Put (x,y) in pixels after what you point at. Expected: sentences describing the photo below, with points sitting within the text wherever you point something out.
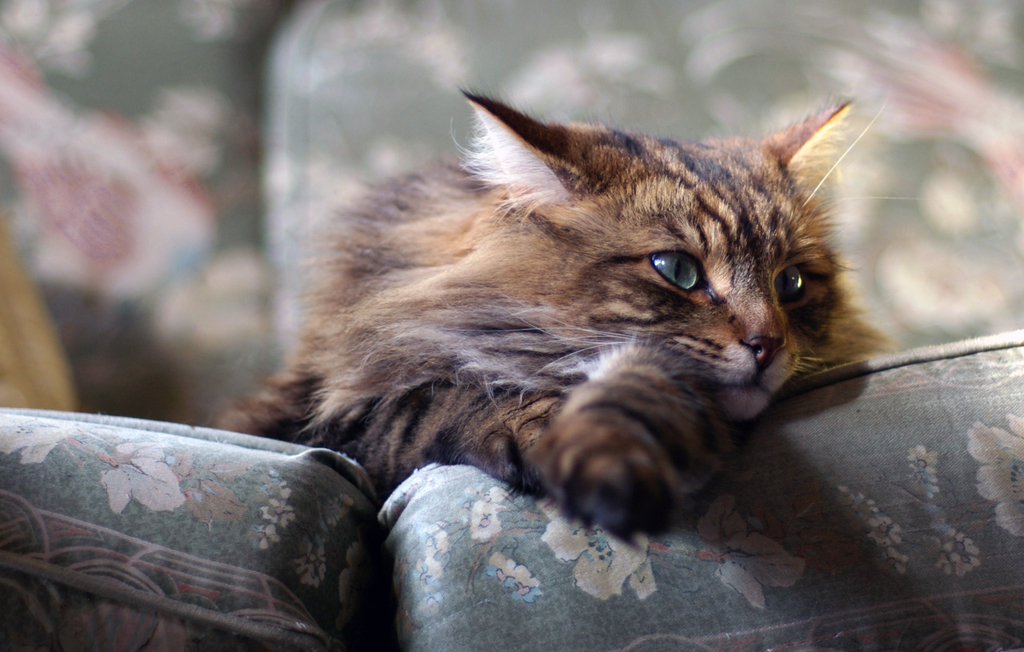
In the center of the image (432,363) we can see a cat (411,363) lying on the sofa (430,470).
